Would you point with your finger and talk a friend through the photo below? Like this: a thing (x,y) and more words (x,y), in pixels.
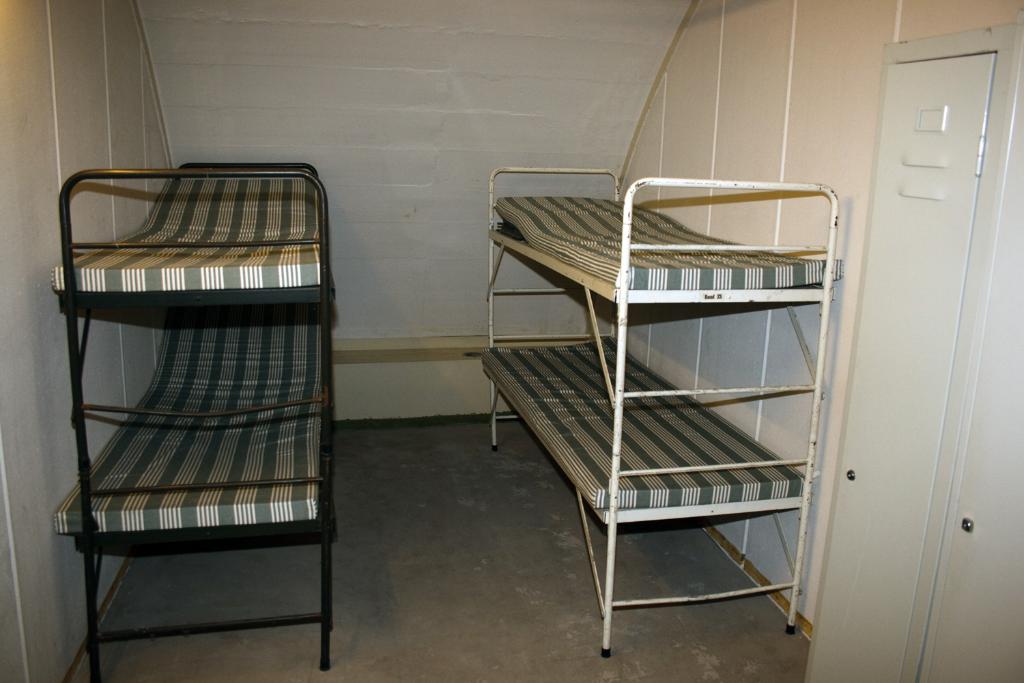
This picture is taken inside the room (786,416). In this image, on the right side (791,396), we can see a white color door (913,258) and a bed (658,229). On the left side (278,304), we can also see another bed (113,436). At the top (508,113), we can see a roof (499,35).
